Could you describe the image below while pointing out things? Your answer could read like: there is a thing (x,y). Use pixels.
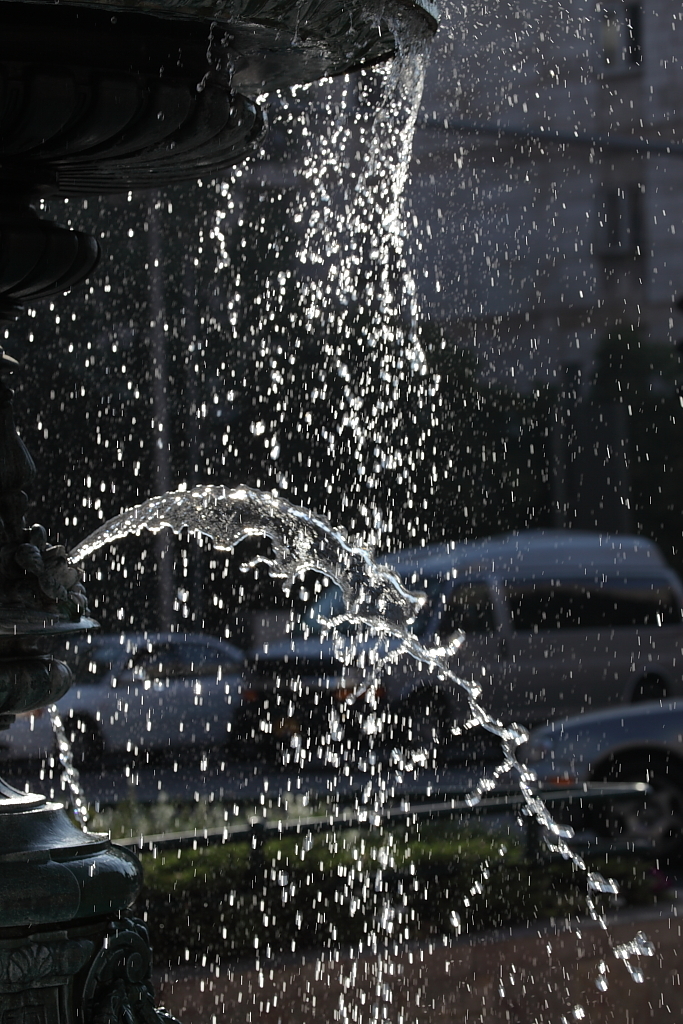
In the foreground of the picture (297,120) we can see a fountain (136,28) and water (345,680). In the background (147,705) we can see buildings (485,310) and cars (578,744). The background (595,214) is not clear.
